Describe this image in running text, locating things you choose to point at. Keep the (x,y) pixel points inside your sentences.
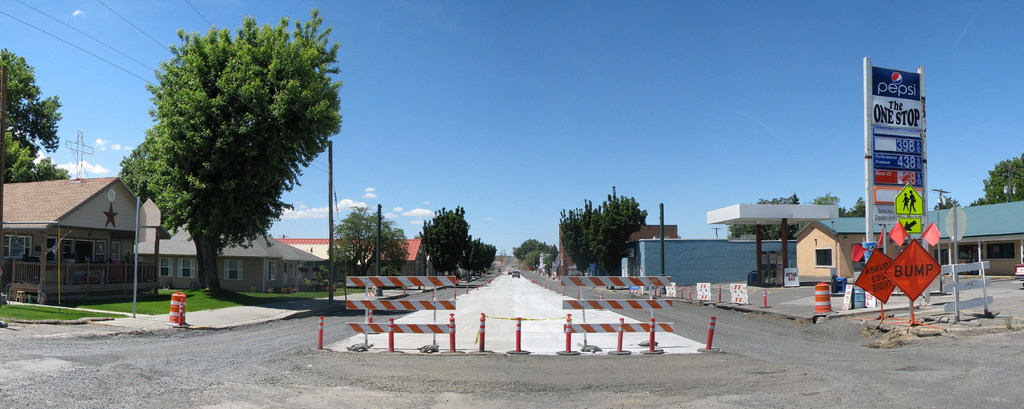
In the center of the image (518,272) we can see vehicles (518,272) on road (497,288) and traffic cones (513,352). On the left side of the image (169,196) we can see trees (392,230), poles (379,235), houses (237,253). On the right side of the image (841,211) we can see gas station (864,230), houses (944,224), trees (600,221) and poles (663,222). In the background (583,126) we can see sky (469,140) and clouds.
